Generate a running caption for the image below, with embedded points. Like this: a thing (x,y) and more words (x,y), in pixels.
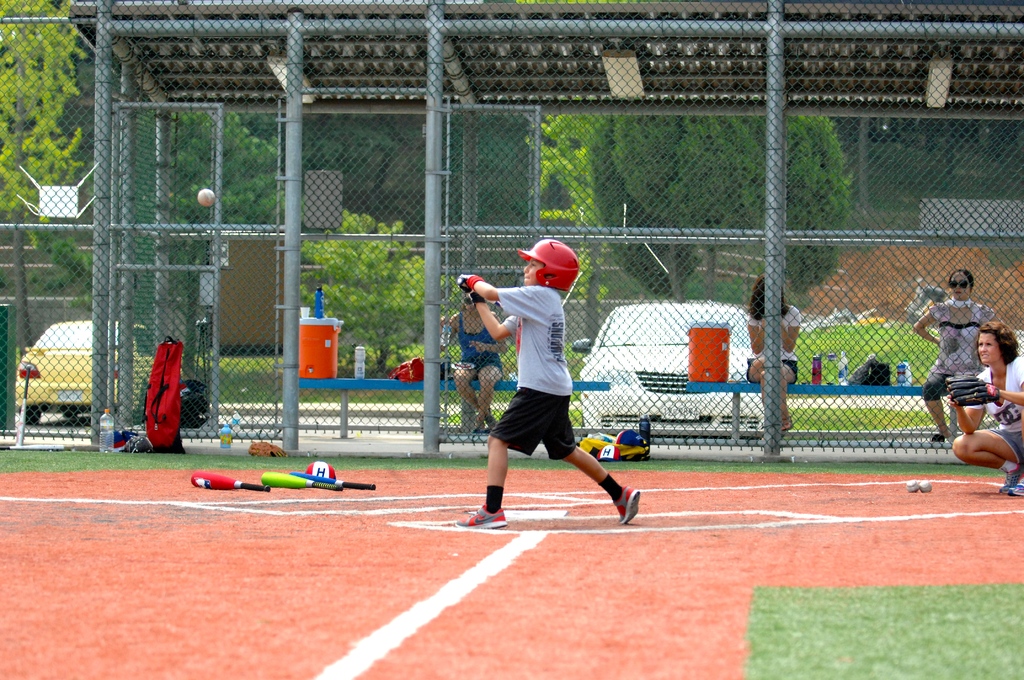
Here in this picture we can see a child (513,328) standing on the ground (521,477) and swinging the baseball bat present in his hand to hit the ball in front of him and we can see he is wearing helmet (543,268) on him and behind him we can see a woman (986,429) present with gloves (964,405) with her and we can also see other bats (276,476) and bags (169,419) present on the ground (224,461) and we can see a fencing (129,79) present in the middle (456,368) and behind that we can see some people (477,327) sitting on the benches (375,385) here and there and we can also see cars (65,330) present on the road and we can see a shed (473,90), plants (308,302) and trees (53,113) present over there.
